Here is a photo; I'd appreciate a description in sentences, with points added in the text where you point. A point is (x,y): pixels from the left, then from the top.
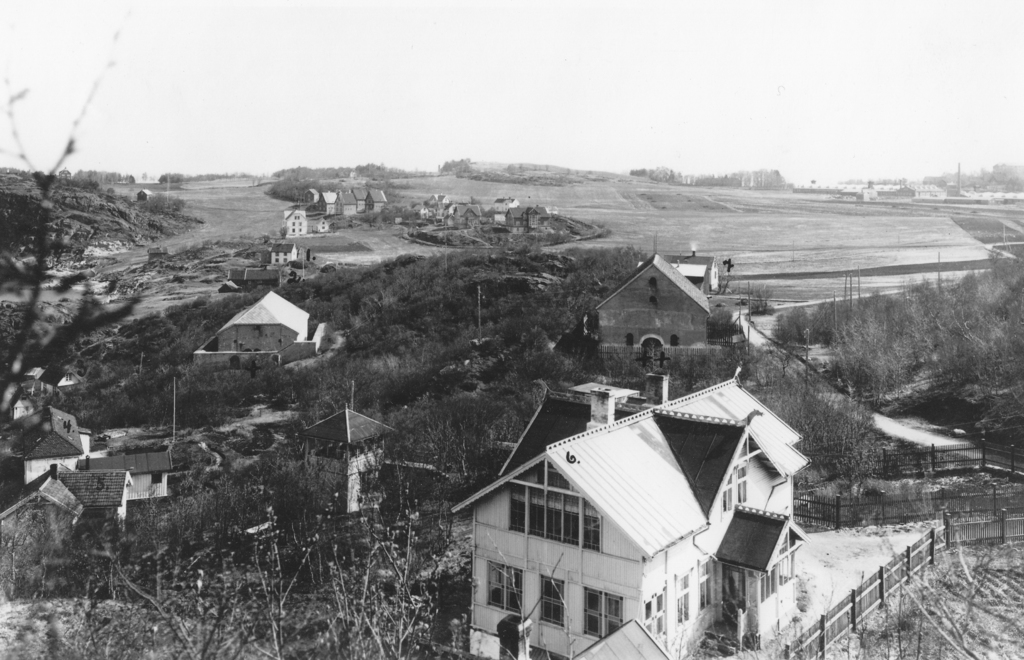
This is a black and white image. In this image we can see buildings (672,343), trees (940,328), plants (358,321), sand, fencing (905,502), road (823,382), grass (586,183) and sky (754,79).
